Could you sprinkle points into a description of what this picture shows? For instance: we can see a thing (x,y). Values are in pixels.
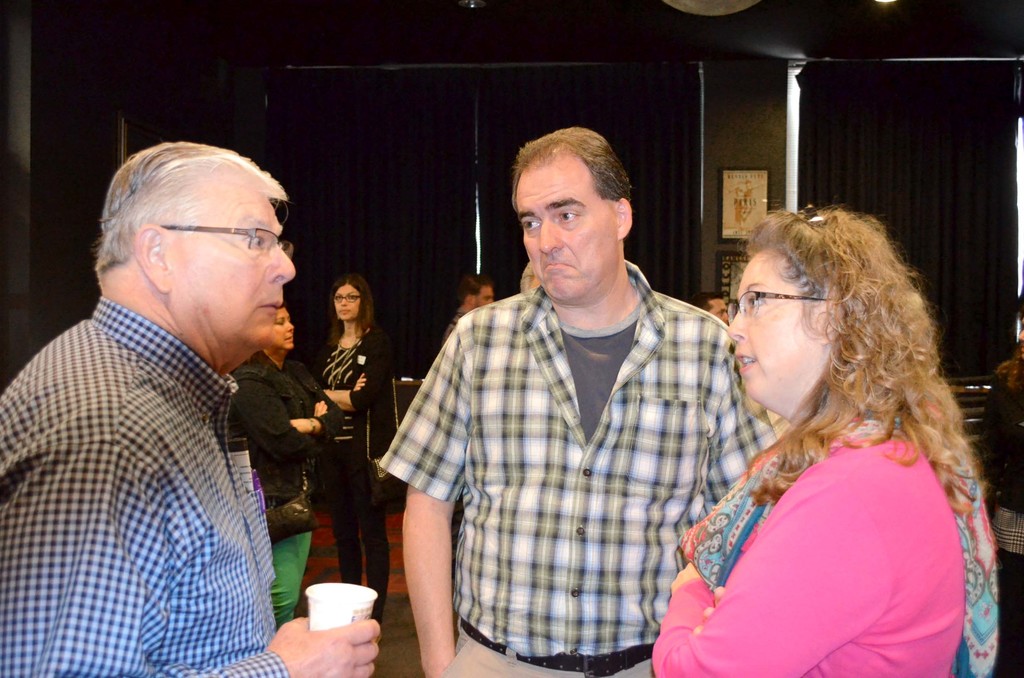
In the middle of the image (451,365) we can see three persons (645,496) and one of them is holding a cup (323,606) with hand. In the background (357,188) we can see curtains (841,162), pillar (711,129), frames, people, and other objects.
